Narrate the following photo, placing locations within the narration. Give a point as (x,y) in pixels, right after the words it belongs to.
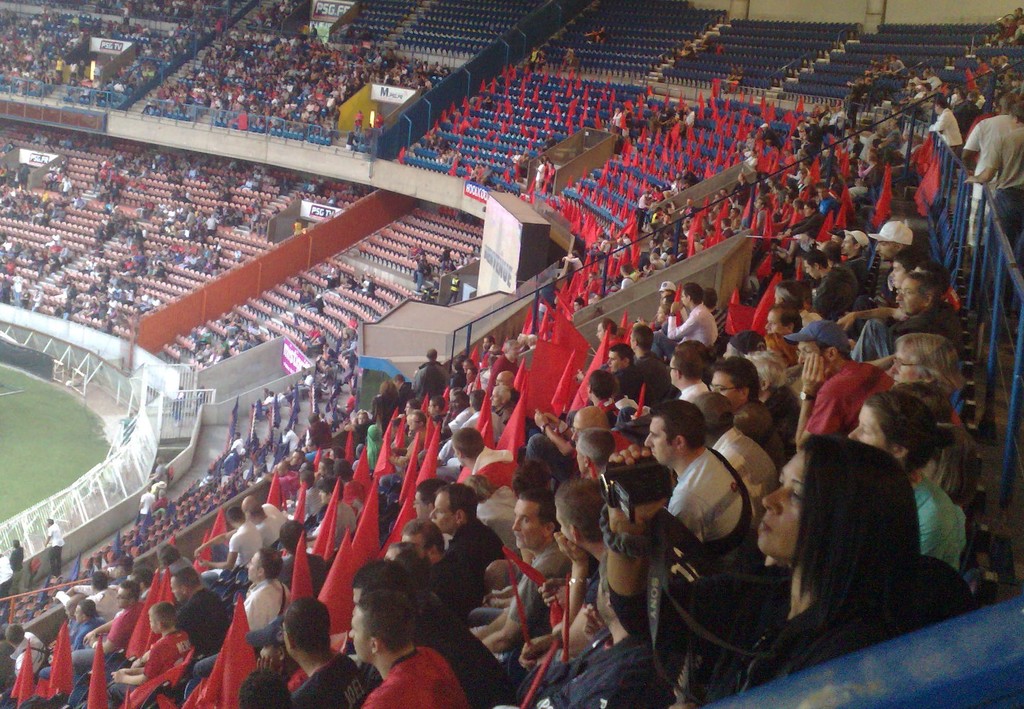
In this image we can see persons (258,610) sitting in a chair (199,348) holding a flags (555,398). At the left side of the image (17,447) there is a ground (29,483).
